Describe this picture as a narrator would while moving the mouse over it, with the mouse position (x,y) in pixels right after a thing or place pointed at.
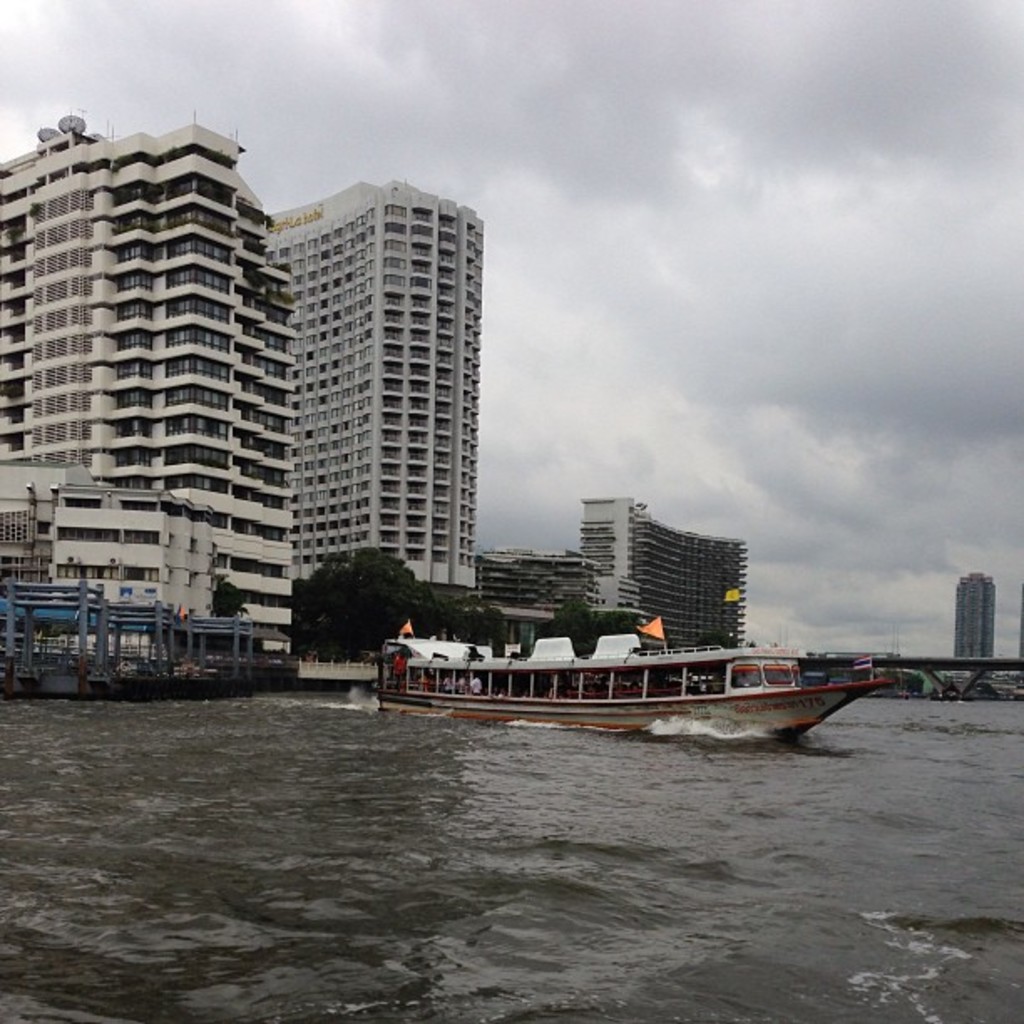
In this image I can see few buildings (233,422), glass windows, trees (341,598), few boats (734,675), water (886,787) and bridge (949,659). The sky (815,327) is in white color.
